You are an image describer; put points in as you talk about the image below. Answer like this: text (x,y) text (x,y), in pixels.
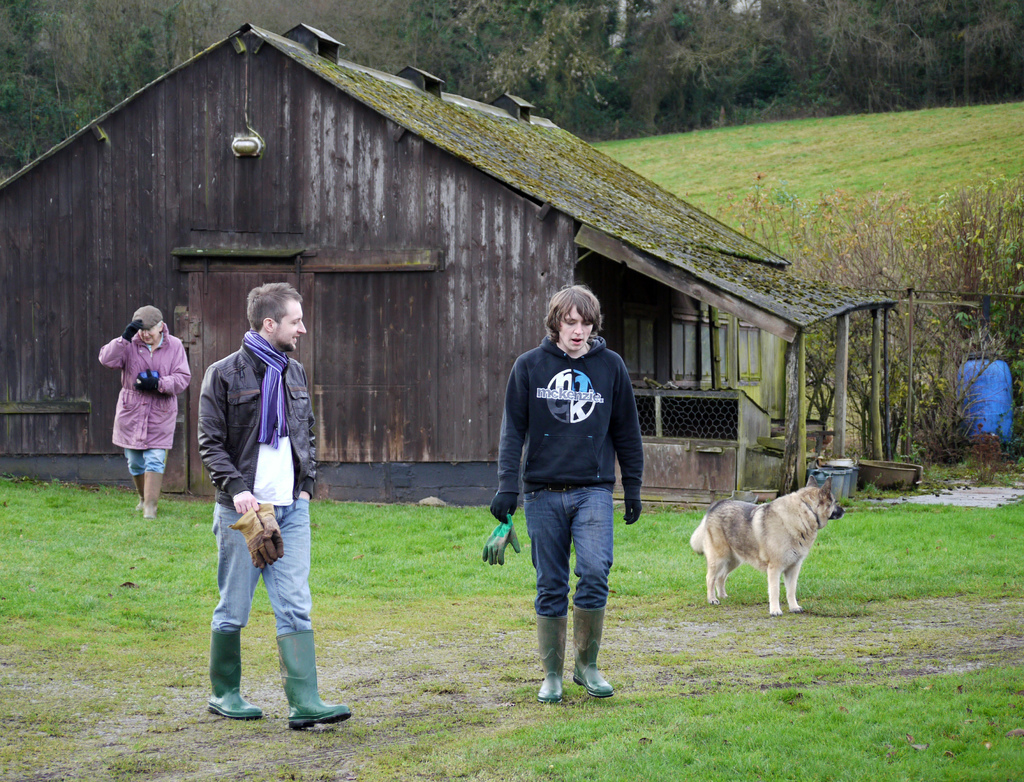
In this image, we can see green grass (278,737) on the ground (145,645), there are some people (538,584) walking, at the right side (775,579) there is a dog (783,541) standing and in the background (191,191) there is a house (411,179) and there are some green color trees (725,119).
